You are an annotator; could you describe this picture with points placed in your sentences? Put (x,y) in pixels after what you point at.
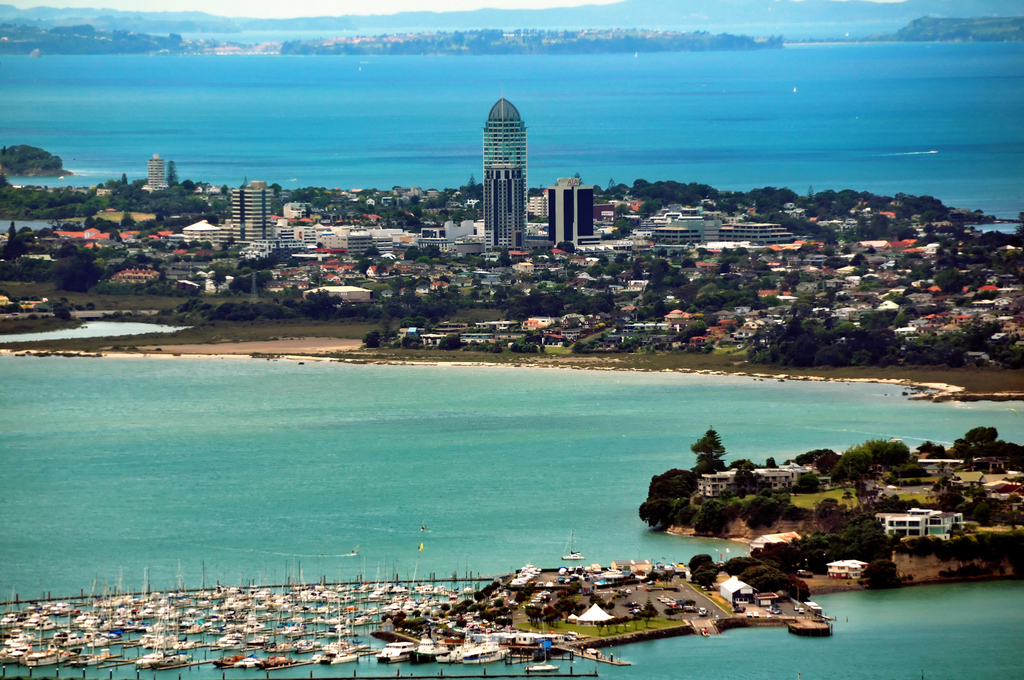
In this image I can see the water (391,421), few boats (257,638) on the surface of the water (377,407), the ground (664,597), few trees (753,573), few buildings (982,466) and in the background (695,125) I can see the water (659,63), few mountains (599,38) and the sky (314,7).
